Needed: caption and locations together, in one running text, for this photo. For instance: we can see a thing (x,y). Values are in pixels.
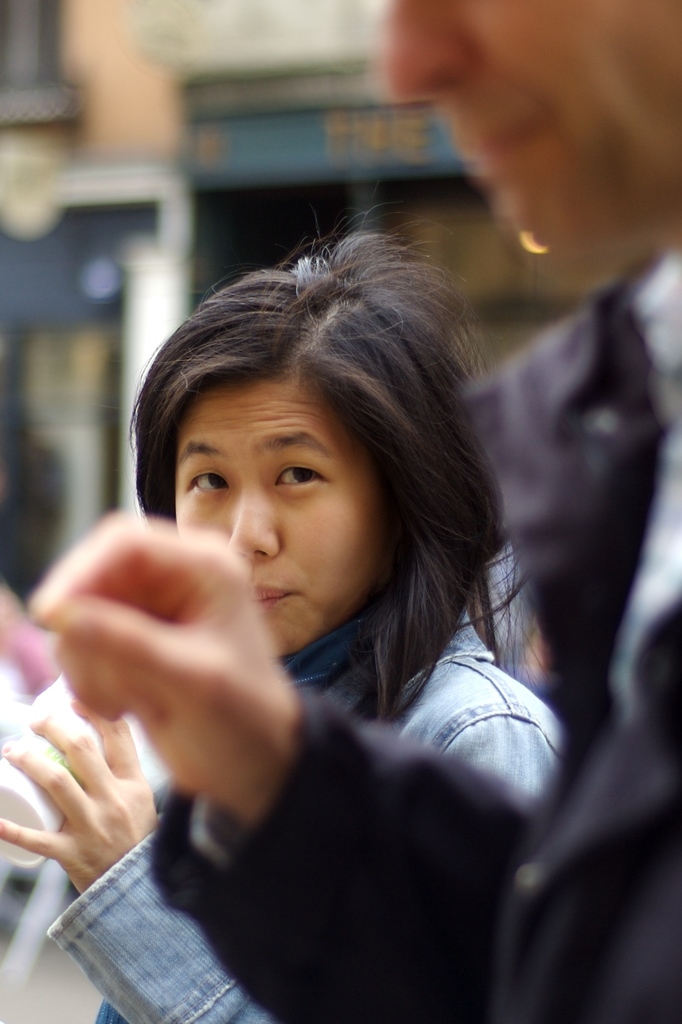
In this image I can see few people (444,557) and they are wearing different color dresses (531,463). Background (50,410) is blurred.
